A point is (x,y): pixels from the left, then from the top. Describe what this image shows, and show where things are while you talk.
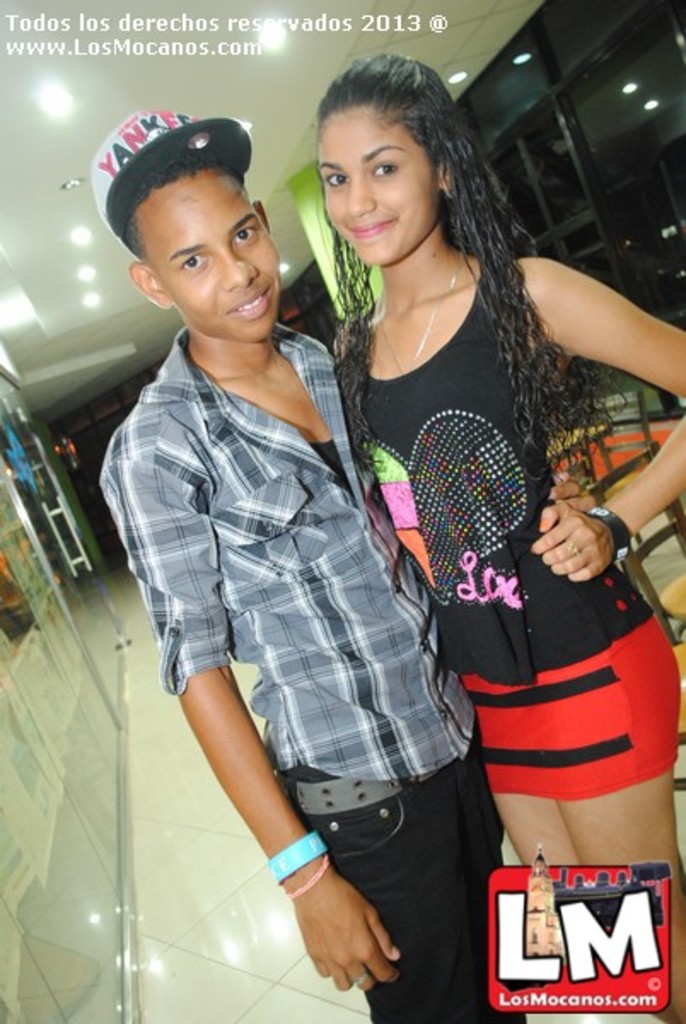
In this image in the foreground (399,98) I can see two people (204,692), on the left side (9,417) I can see a glass wall (19,417) and at the top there are some lights (91,272) and a person (138,267) on the left side (148,295) wearing a cap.
